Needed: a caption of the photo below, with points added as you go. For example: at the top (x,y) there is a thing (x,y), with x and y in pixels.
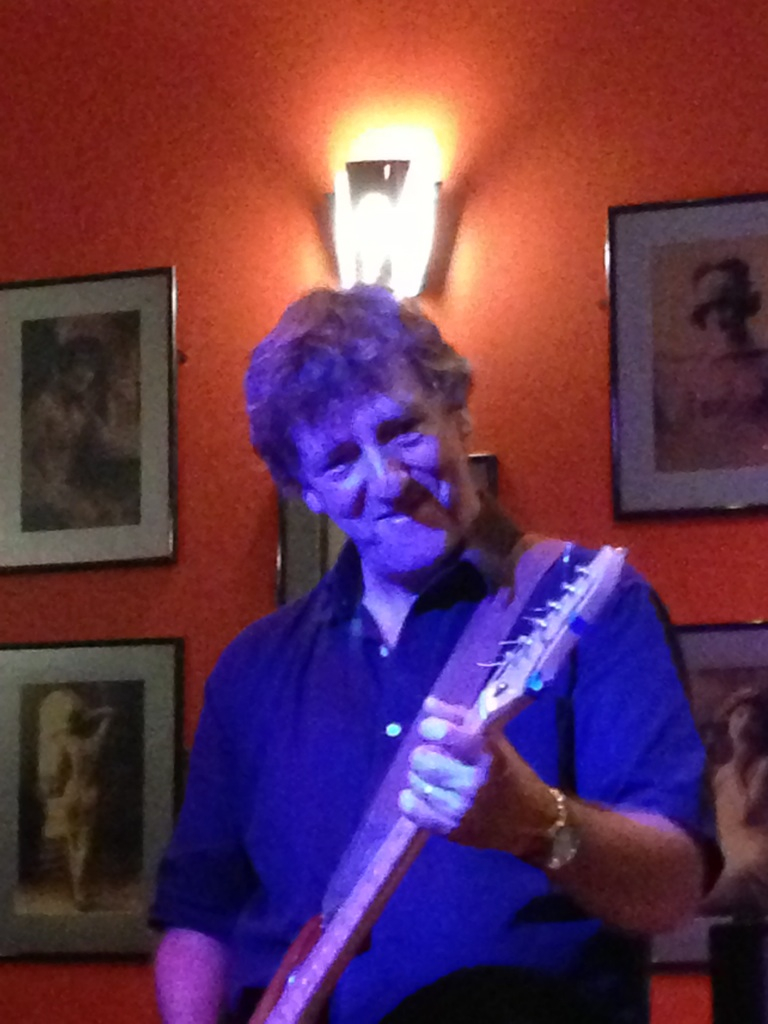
In this image there is one man (363,695) who is standing and he is holding a guitar (497,671), on the background (175,119) there is a wall (156,222) on that wall (593,203) there are some photo frames (713,636) and light (403,210) is there.
